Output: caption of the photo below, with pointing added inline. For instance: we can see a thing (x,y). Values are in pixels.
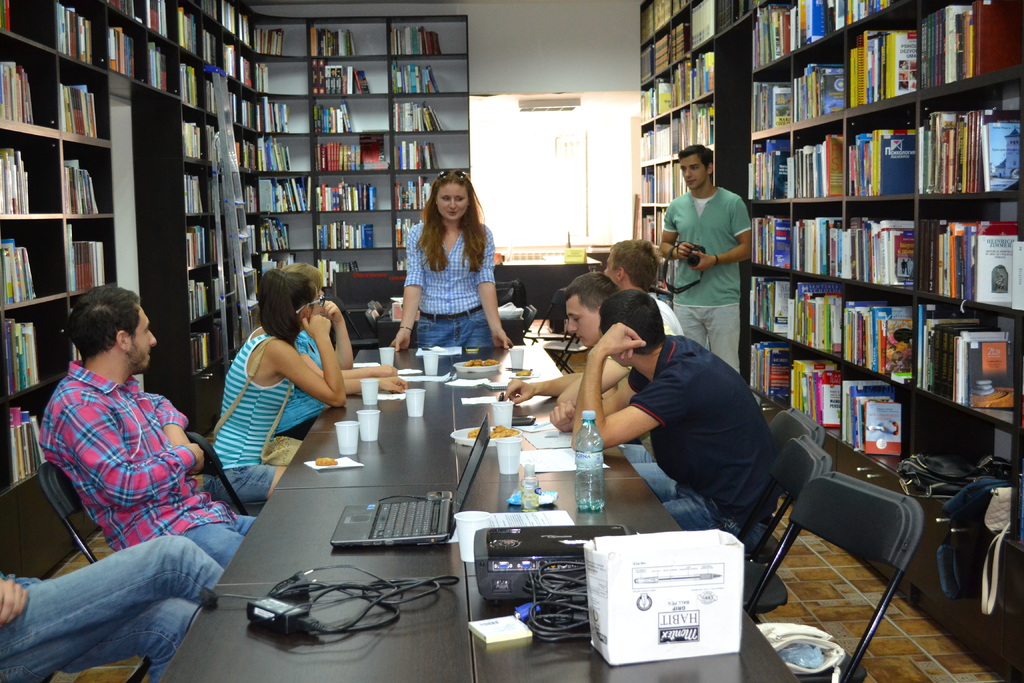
In this image, there are a few people (661,391). Among them, some people (299,412) are sitting and some people (706,182) are standing. We can see a table (269,682) with some objects (489,538) like devices (384,528), wires (534,587), glasses (370,386) and some food items (501,436). We can also see some chairs (868,634). We can see some shelves (305,106) with objects (803,161) like books (882,270). We can see the ground (879,669). We can also see the wall (547,83) with some objects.
